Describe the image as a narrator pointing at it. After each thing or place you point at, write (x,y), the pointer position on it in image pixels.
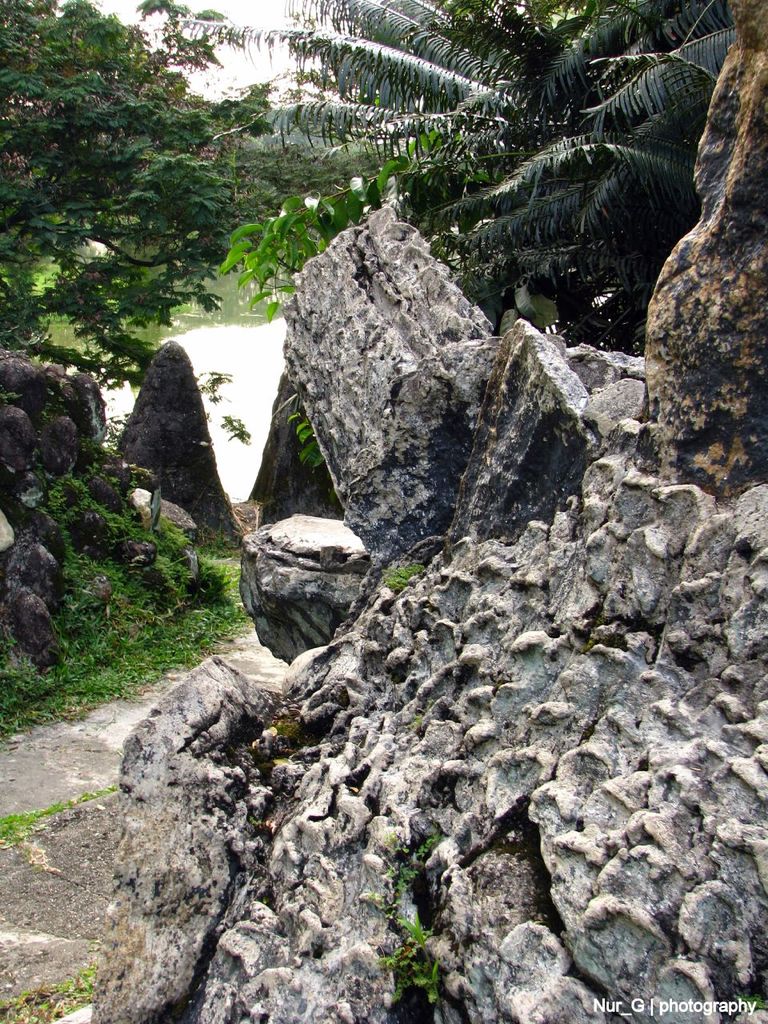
In this image we can see the rocks (380,423), trees (494,218) and grass (92,500). In the background (222,410), we can see the water (213,367) and the sky (244,77).
